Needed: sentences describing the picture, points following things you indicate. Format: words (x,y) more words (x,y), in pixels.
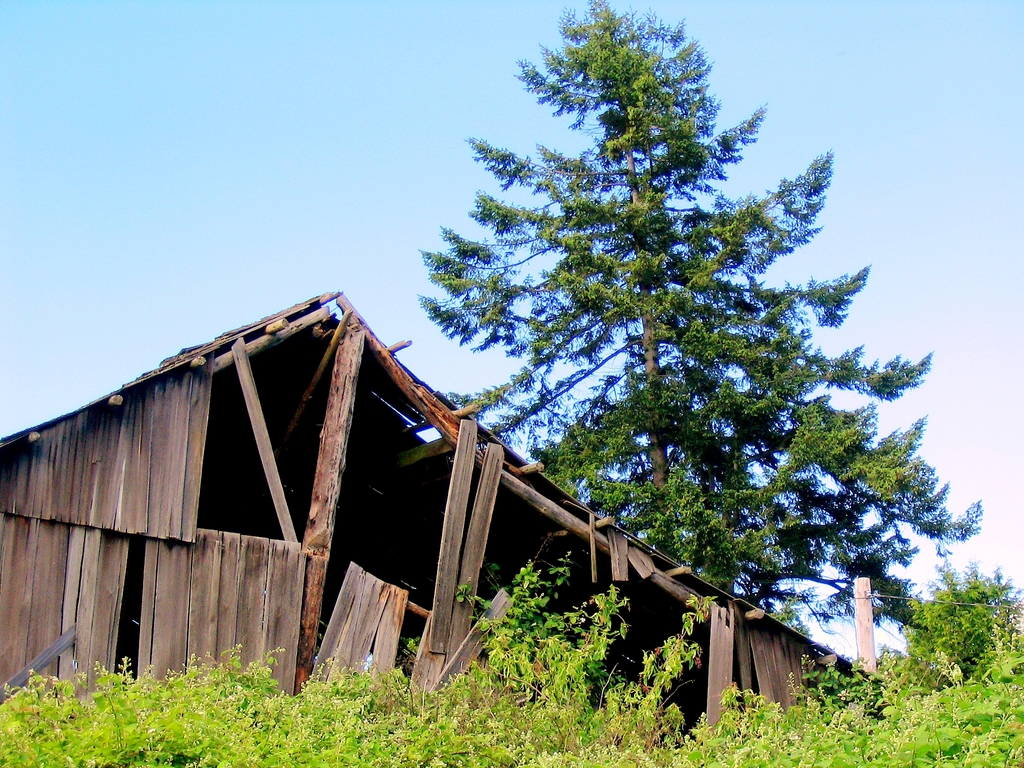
In this image we can see a collapsed wooden building (355,512). There are plants (699,738). In the back (684,405) there are trees (776,399). In the background (450,21) there is sky (209,47).
